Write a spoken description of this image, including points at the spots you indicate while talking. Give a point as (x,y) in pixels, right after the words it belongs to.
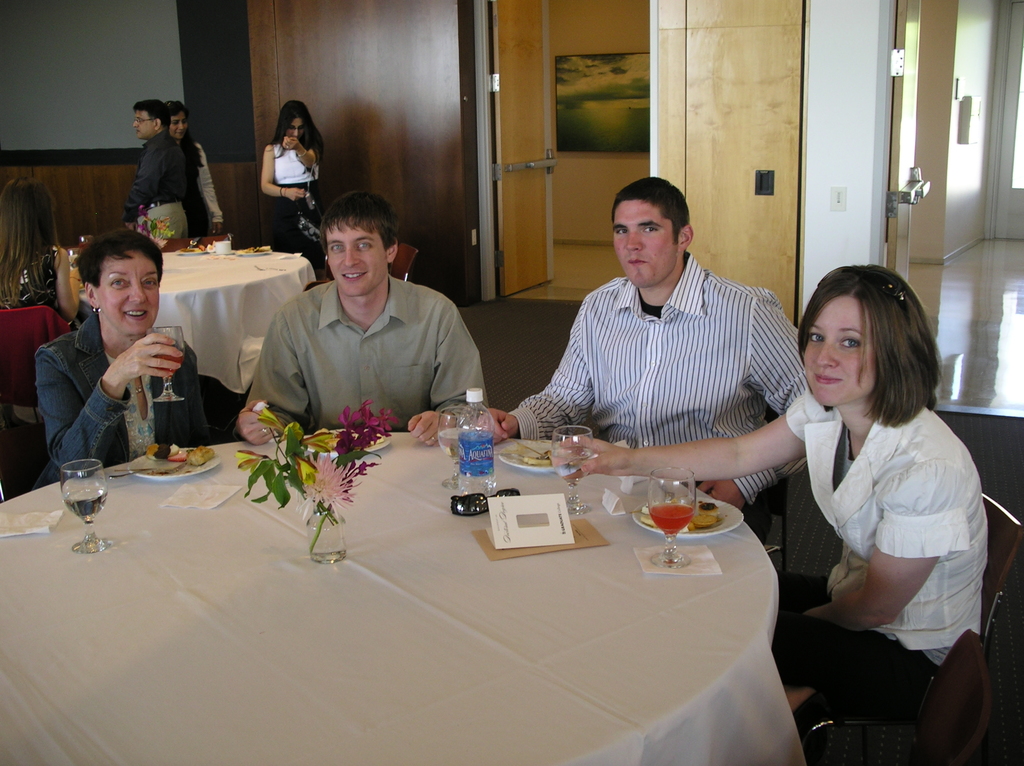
In this image in the middle (463,426) there is a bottle (467,461), flower vase (316,479), glass (101,490) and plates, around the table (645,500) there are four people (804,648) sitting. On the right (842,513) there is a woman (870,492) she wears white dress (901,520) and trouser (832,681) her hair (896,380) is short. In the middle (364,357) there is a man (365,342) he wears shirt (363,340) he is smiling. In the background (258,309) there are three people (268,171), table (245,299), door (501,160), photo frame (576,128), floor (948,294) and wall (110,102).
